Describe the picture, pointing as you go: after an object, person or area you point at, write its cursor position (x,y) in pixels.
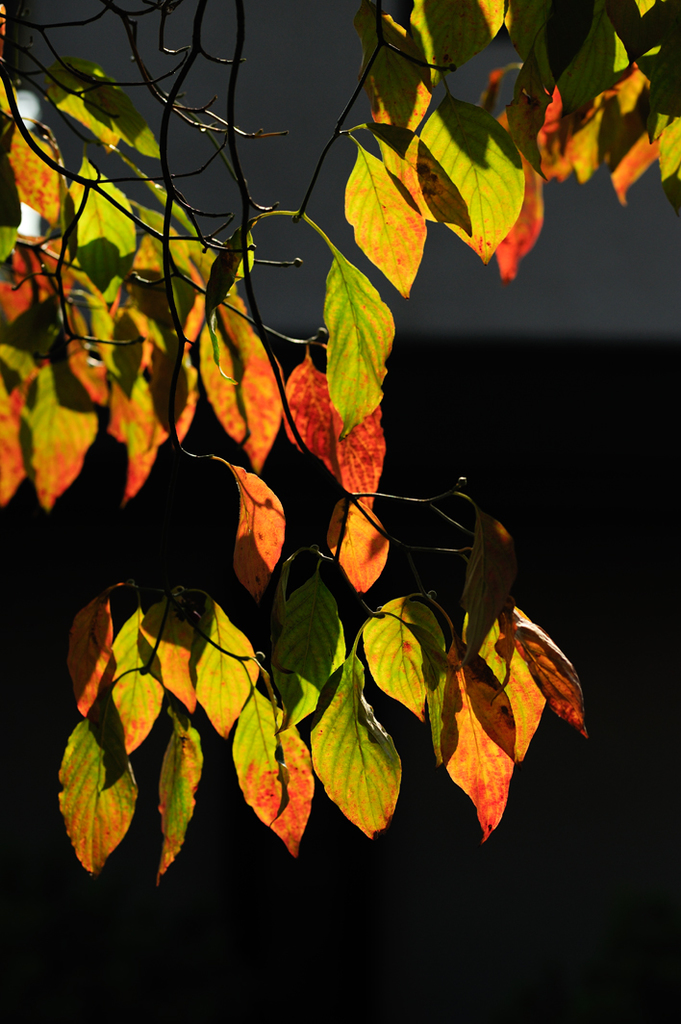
In this image we can see there are leaves (213,332) attached to the stem (238,168).
